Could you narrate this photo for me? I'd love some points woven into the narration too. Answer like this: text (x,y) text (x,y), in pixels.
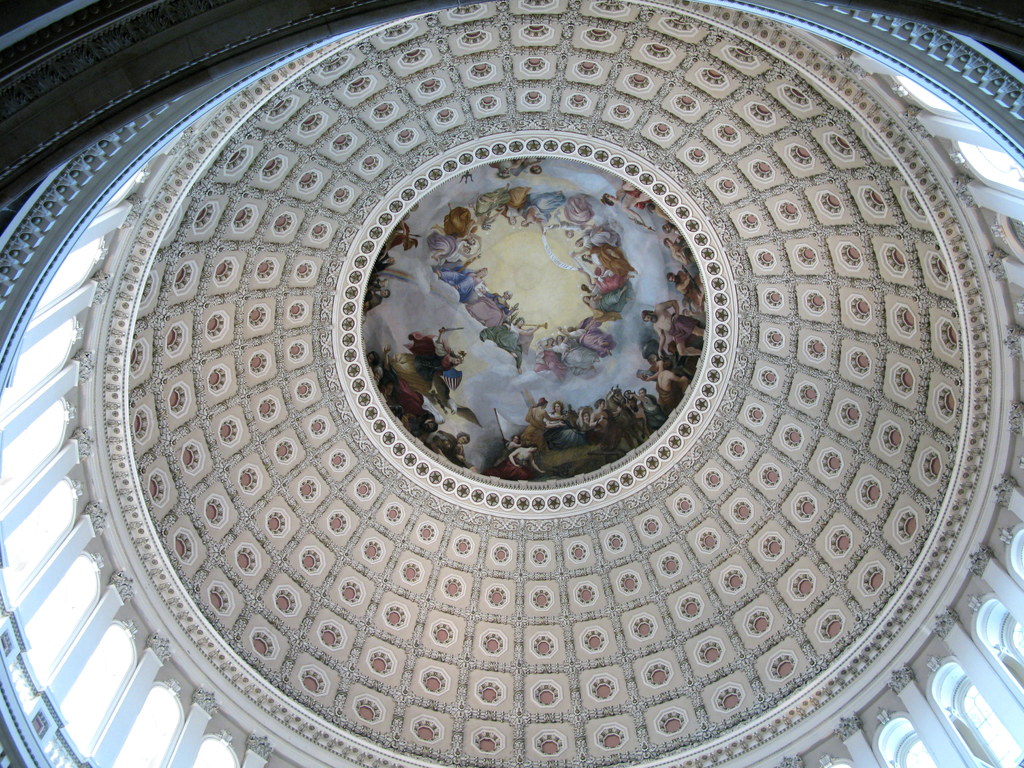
This is an inside view of a building (515,300) and here we can see roof (662,320).
